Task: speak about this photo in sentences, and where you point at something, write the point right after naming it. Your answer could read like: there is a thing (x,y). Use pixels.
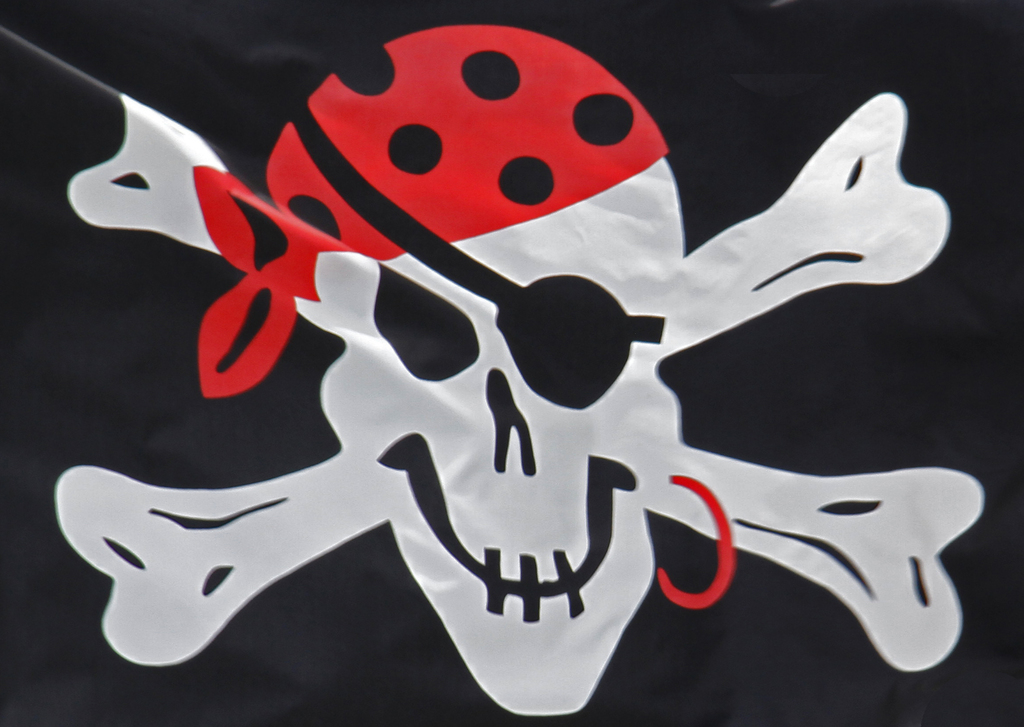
In the image we can see there is a flag (489,408) on which there is a skull (484,374). There is a red colour cloth (389,195) on the skulls head (480,445). The flag (430,199) is in black colour.
